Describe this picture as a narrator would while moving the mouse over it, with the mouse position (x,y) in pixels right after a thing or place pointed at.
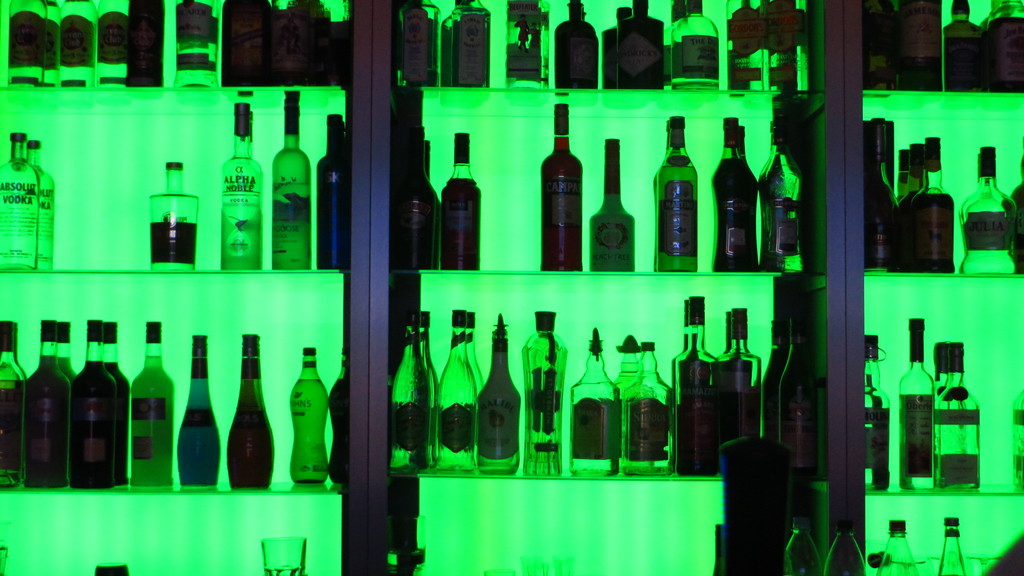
In the image there are some bottles (30,33) on the rack (534,212).
